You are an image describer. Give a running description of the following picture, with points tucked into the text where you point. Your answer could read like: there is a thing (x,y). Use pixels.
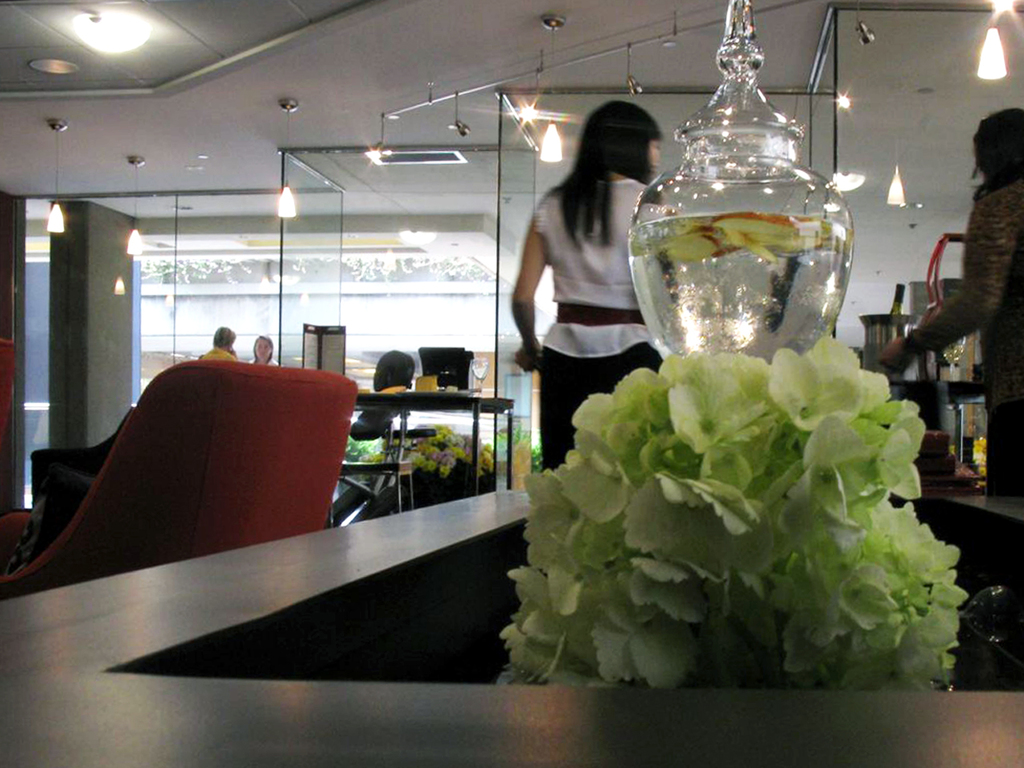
In this picture we can see the inside view of the hotel (159,184), In center (644,433) we can see a plant (557,605) and a glass bowl decorative piece (747,298). Behind we can see woman (607,288) wearing white top (595,348) and black jeans (562,390) is standing, beside her another woman (999,269) is standing and looking something. On the left side (160,501) we can see the red relaxing chair (151,467) and two girls (256,345) standing behind the glass wall (224,290) and on the top roof (224,157) we can see some hanging bulbs (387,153) and lighting fixtures (557,133).
